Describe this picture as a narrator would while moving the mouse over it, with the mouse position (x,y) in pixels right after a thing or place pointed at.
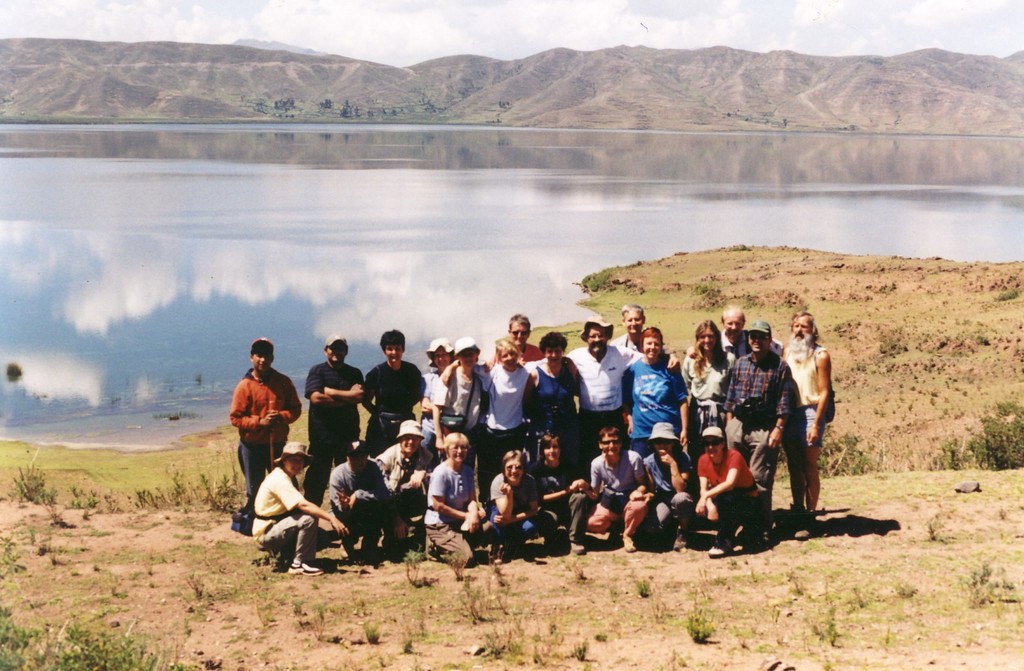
In the image on the ground (481,609) there is grass (42,481) and also there are few people (277,506). Behind them there is water (60,178). Behind the water (37,299) there are hills (518,73). At the top of the image (615,19) there is a sky (627,19) with clouds (889,28).
